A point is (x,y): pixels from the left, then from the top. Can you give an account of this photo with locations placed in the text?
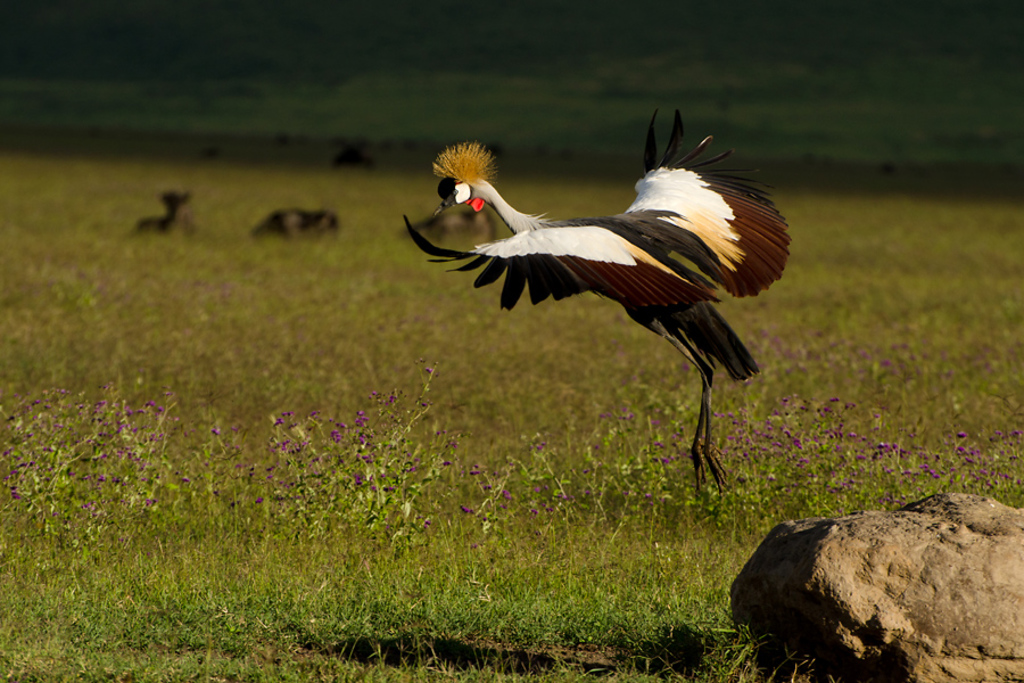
In the picture there is a stone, there is a bird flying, there are plants (402,443) with flowers (217,433), there are animals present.
